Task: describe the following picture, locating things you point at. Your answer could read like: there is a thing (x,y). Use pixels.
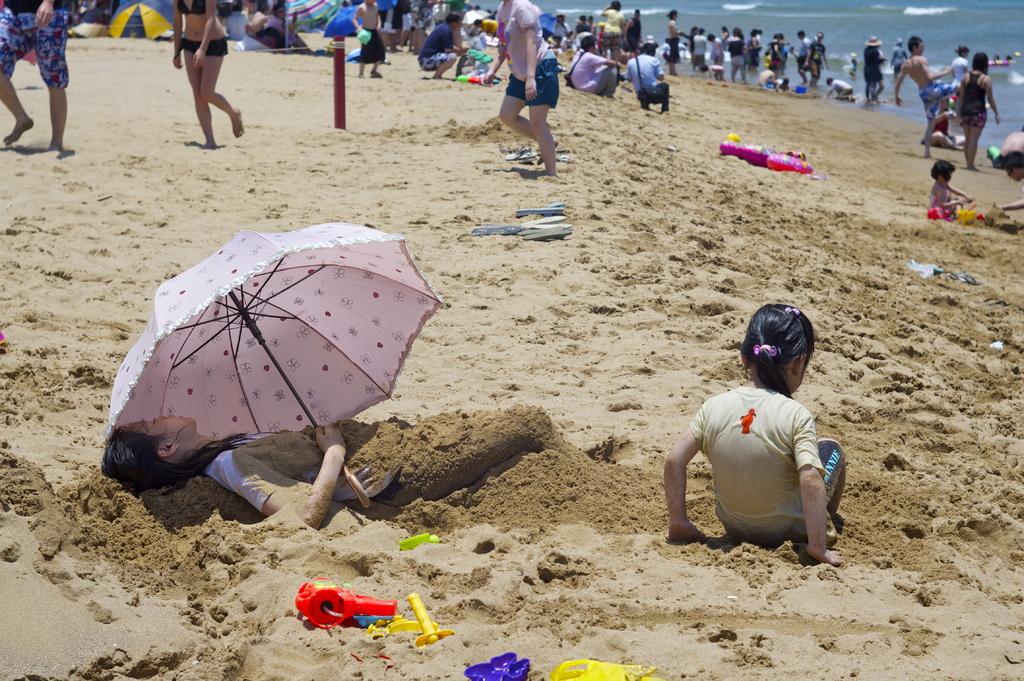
This picture is clicked at the seashore (404,156) or at the beach (216,505). The girl (236,483) in white T-shirt (247,495) is lying in the sand (315,463) and she is holding a pink color umbrella (304,337) in her hands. We see many children (688,535) playing in the sand (804,564). In the background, we see many people (593,79) standing on the seashore (806,97). Beside them, we see water (825,23) and this water (825,23) might be in the sea (912,20). At the bottom of the picture (321,641), we see the sand (275,622) and the toys (354,616) in yellow and red color.
